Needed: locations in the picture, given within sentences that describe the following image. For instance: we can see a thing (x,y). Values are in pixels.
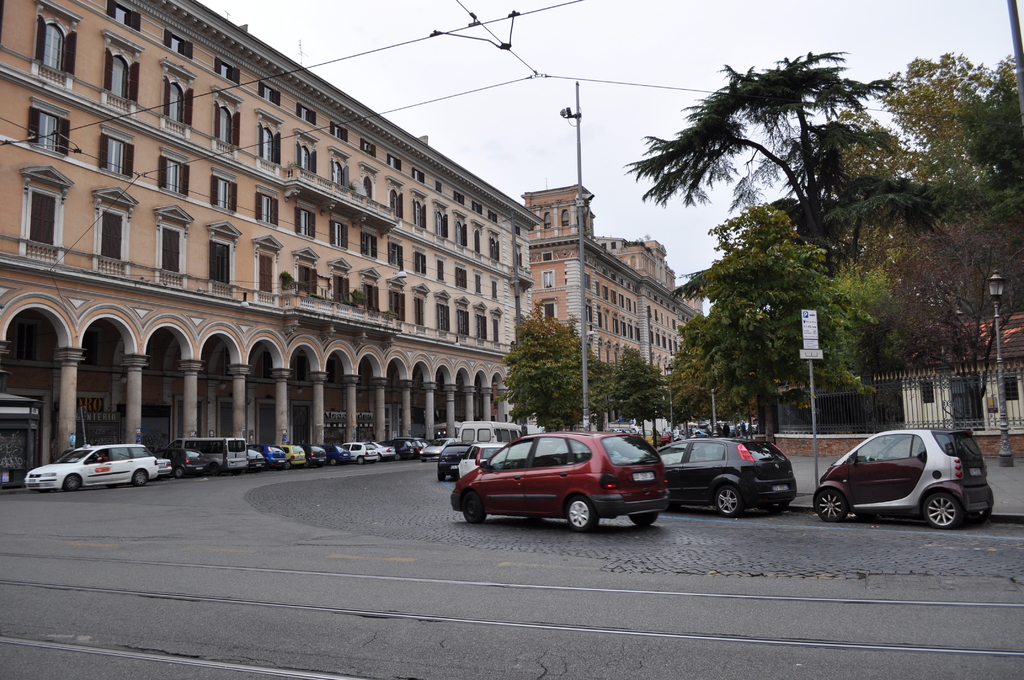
In this image we can see motor vehicles (491,458) placed on the road (246,506), buildings (253,251), pillars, poles (575,86), cc cameras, electric cables (334,124), trees (854,274), mesh (791,422), street poles (995,340), street lights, trees (862,281) and sky (636,132).
